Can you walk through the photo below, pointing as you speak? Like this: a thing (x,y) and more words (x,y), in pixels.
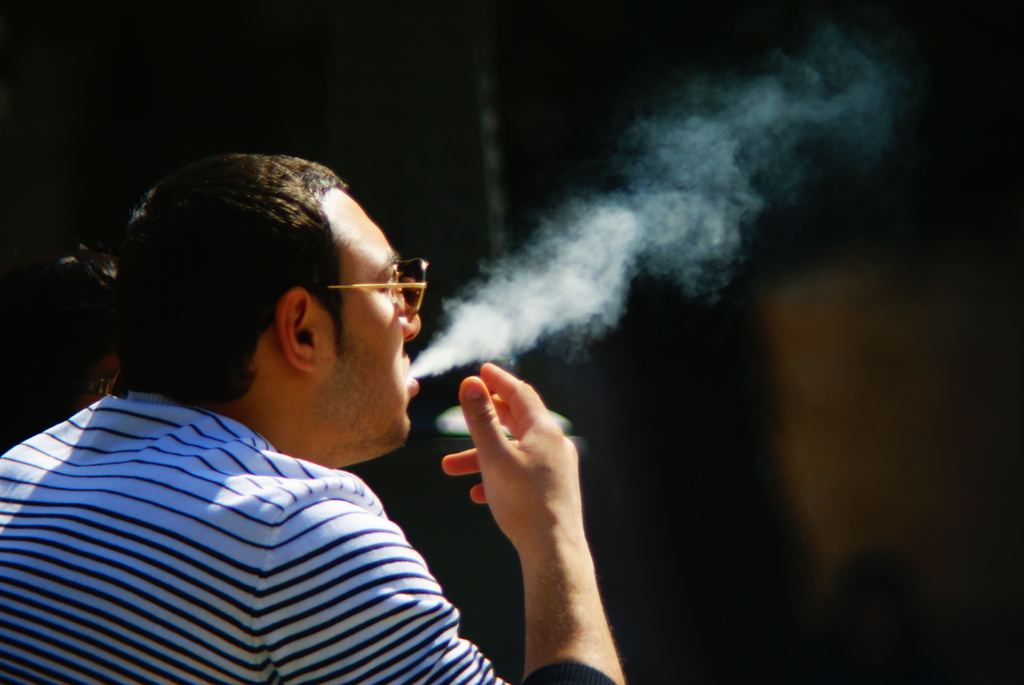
In this image we can see a man (84,475) on the left side (84,475). He is wearing a T-shirt (282,504). Here we can see the smoke (576,231).
